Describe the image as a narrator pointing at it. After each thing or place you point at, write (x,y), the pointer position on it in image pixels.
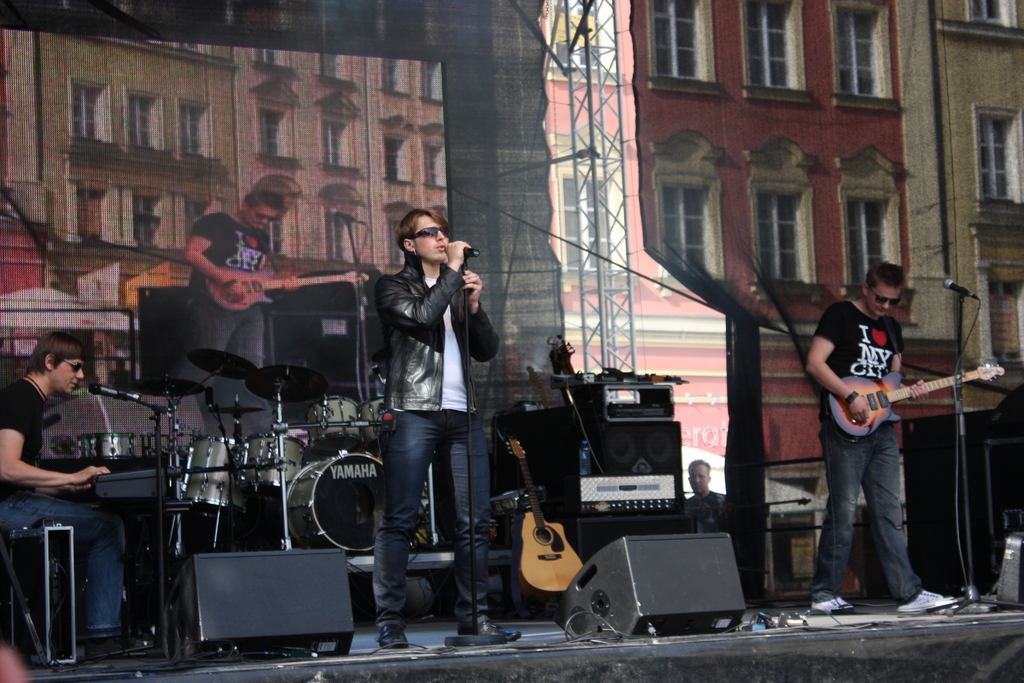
In this image i can see a man (452,406) singing song in front of a microphone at the background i can see two persons (870,377) playing musical instruments (887,374) at the background (676,163) i can see a building (644,179) and a screen (434,134).
